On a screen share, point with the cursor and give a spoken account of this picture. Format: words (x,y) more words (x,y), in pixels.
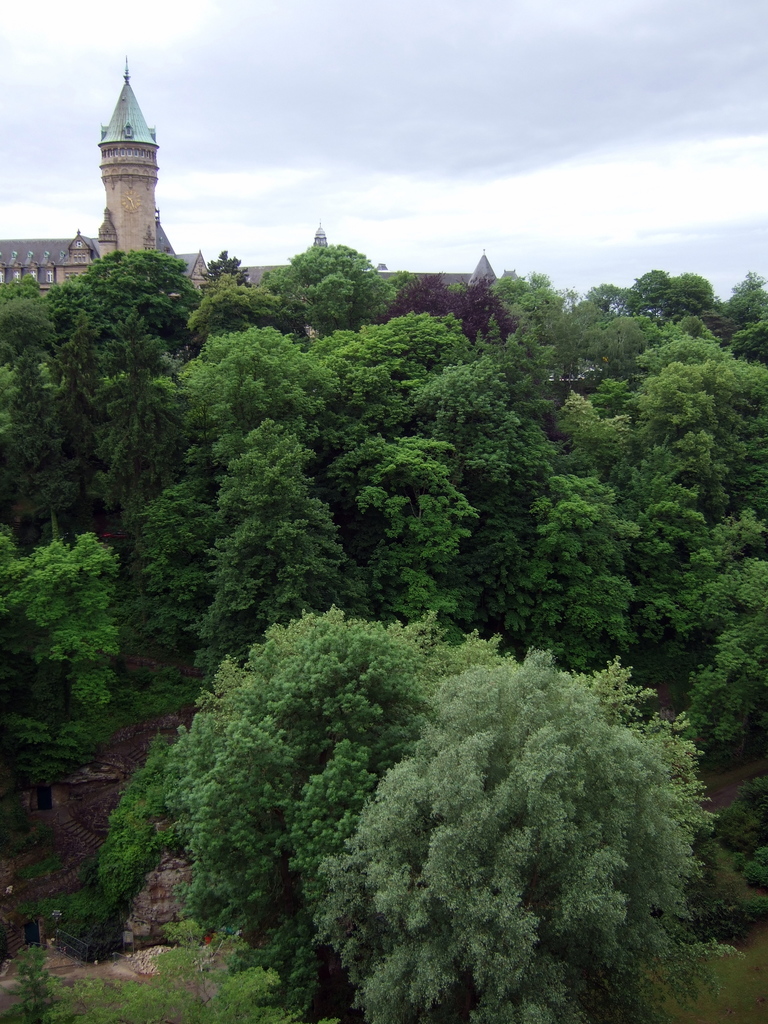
In the foreground of the picture (457,532) there are trees (262,500). In the middle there is a building (140,235). At the top (336,132) there is sky (484,97).
